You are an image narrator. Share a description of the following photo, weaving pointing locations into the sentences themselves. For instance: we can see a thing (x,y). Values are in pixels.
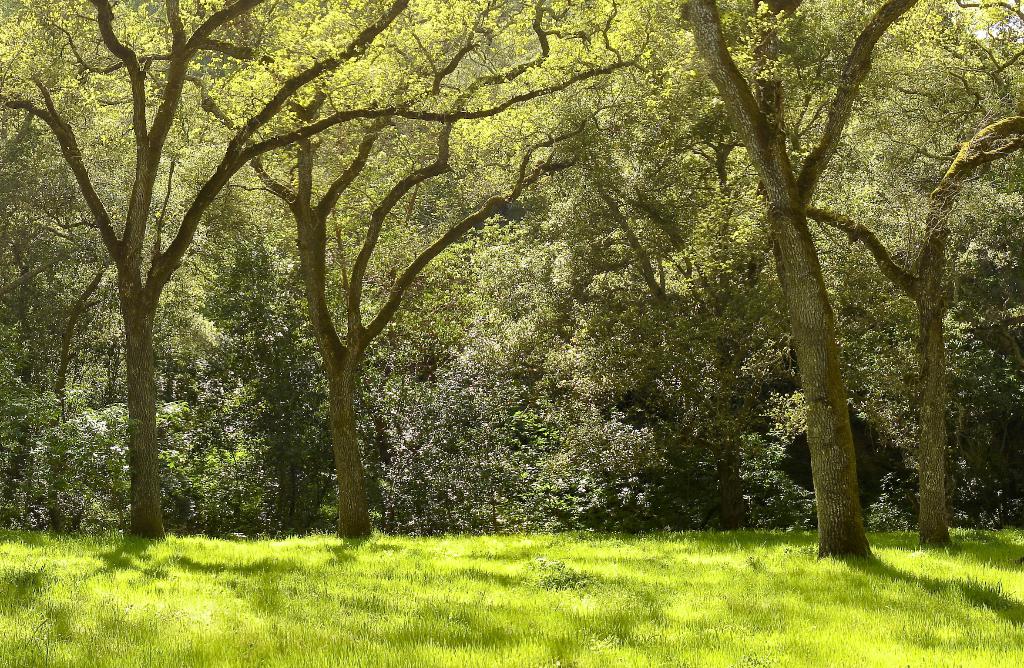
This image consists of many trees (384,364). At the bottom (521,602), there is green grass (352,591). It looks like it is clicked in the forest (299,516).
